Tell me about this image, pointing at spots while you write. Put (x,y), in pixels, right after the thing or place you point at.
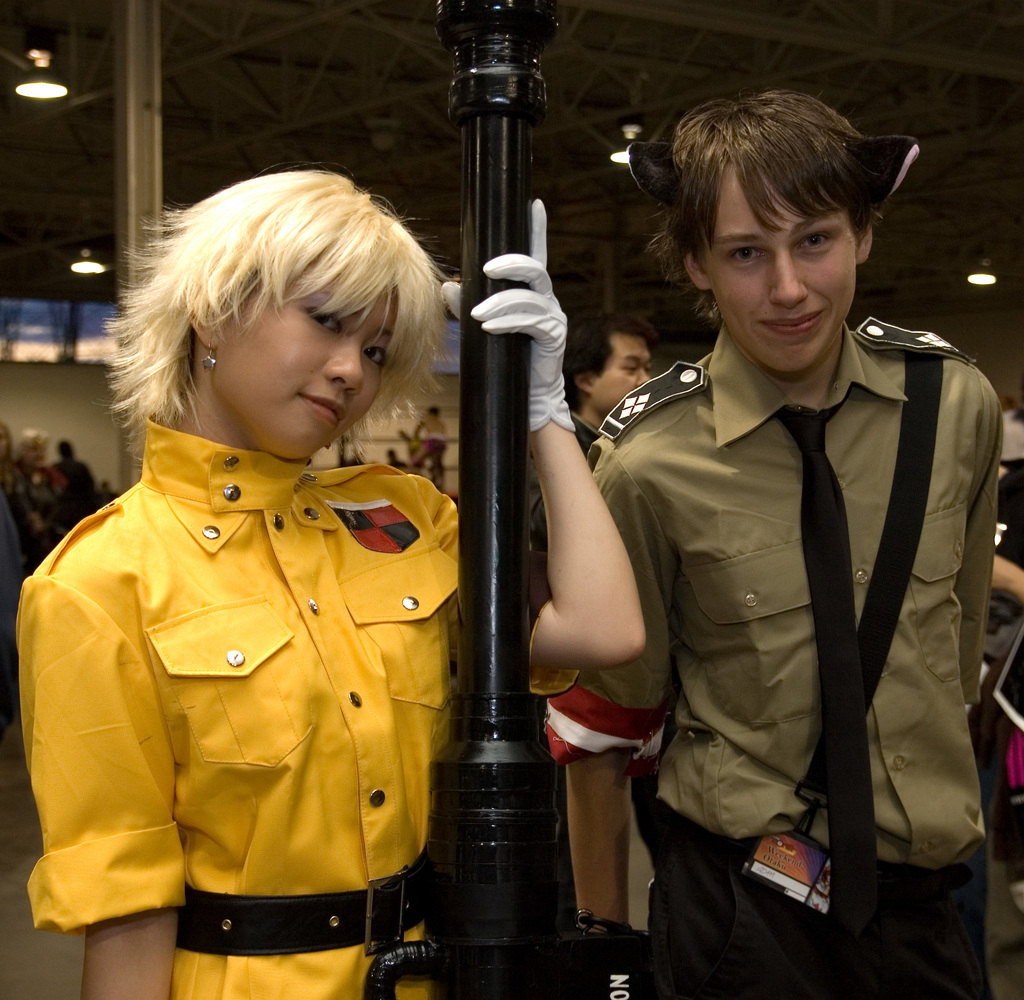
In this image there is a girl (292,532) who is wearing the yellow dress (268,594) is holding the pole (501,442). On the right side (772,559) there is another man (642,683) who is standing beside her. At the top (93,252) there are lights (93,270). In the background (66,455) there are few other people (39,456).
